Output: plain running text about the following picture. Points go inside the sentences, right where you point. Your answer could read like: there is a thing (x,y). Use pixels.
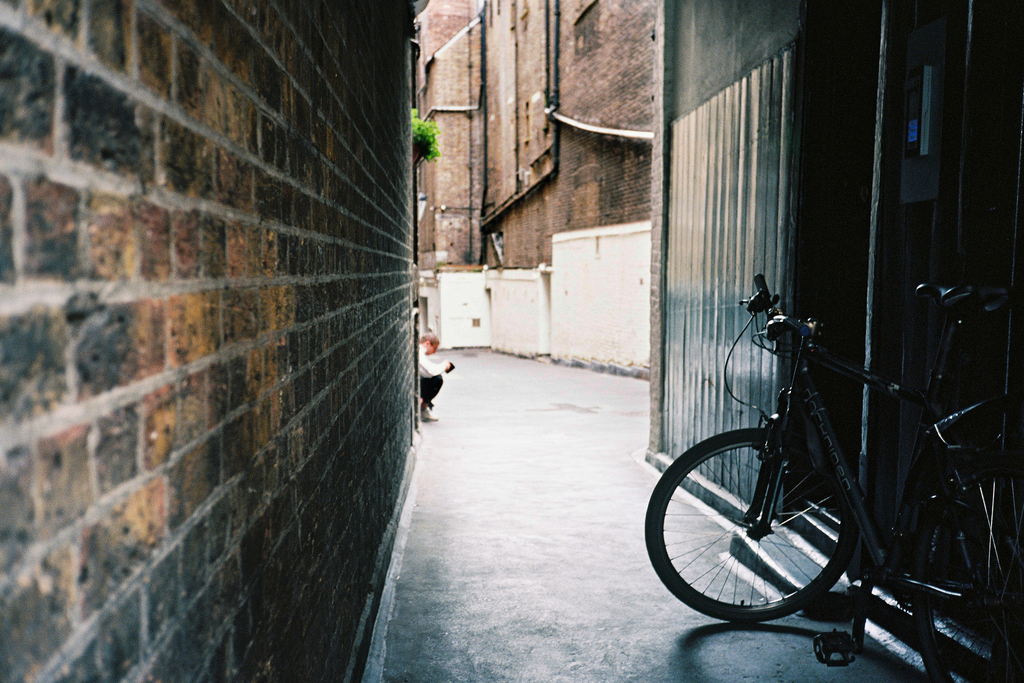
On the right of this picture (945,420) we can see a bicycle (930,415) is parked on the ground (881,680). On the left (97,363) we can see the wall (225,124). On the right (786,230) we can see some objects (904,133). In the background (525,240) we can see the brick wall (580,94) of the building (624,20) and we can see the green leaves (435,147) and a person (425,364) seems to be squatting on the ground (471,411) and we can see the metal rods (522,192) and some objects (476,307). In the foreground (555,532) we can see the ground (560,446).
